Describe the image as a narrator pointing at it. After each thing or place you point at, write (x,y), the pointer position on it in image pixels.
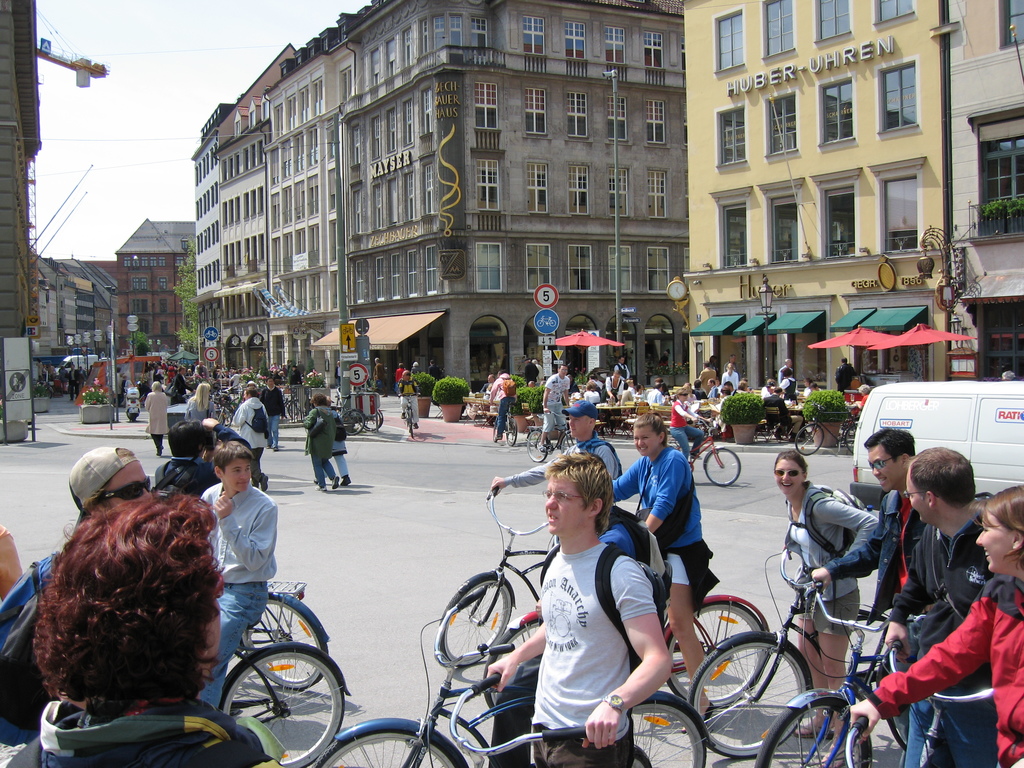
In this picture we can see a group of people (199,628) standing on the road (472,551) with their bicycles (278,709) and some people (244,415) are walking on the path (293,452). Behind the people (617,725) there are poles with signboards (544,290), plants (447,399), buildings (469,252) and a sky (149,150).
